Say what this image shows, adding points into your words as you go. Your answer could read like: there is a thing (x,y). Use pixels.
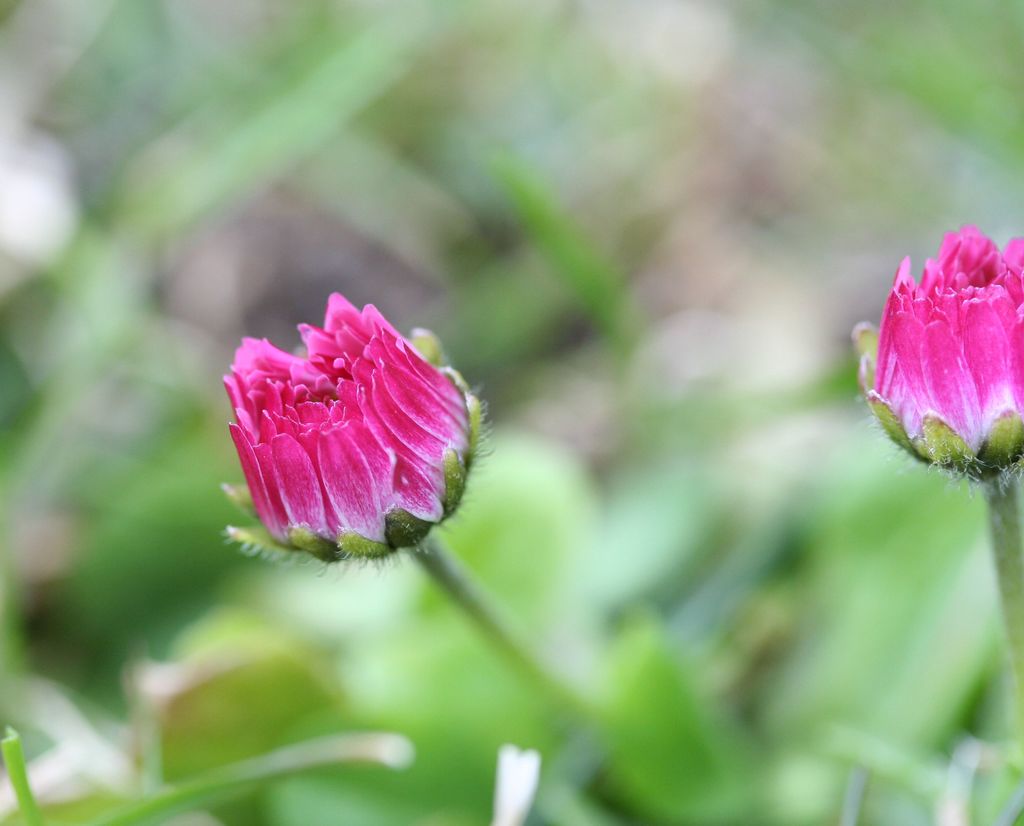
In this picture there are two flowers (916,315) which are in pink color and there is greenery (474,646) below it.
